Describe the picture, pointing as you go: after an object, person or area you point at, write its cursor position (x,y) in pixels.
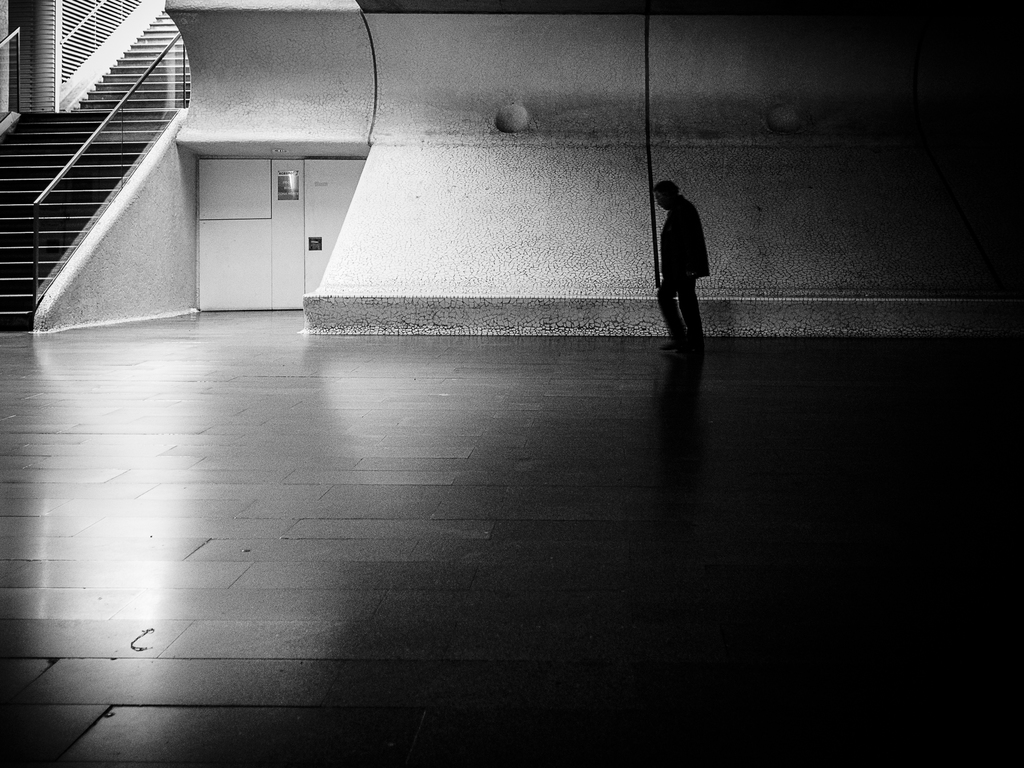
In this image we can see a person (680,211) walking on the floor (657,366). Behind the person (680,234) we can see the wall (588,197). In the top left (92,102), we can see the stairs (67,172).
